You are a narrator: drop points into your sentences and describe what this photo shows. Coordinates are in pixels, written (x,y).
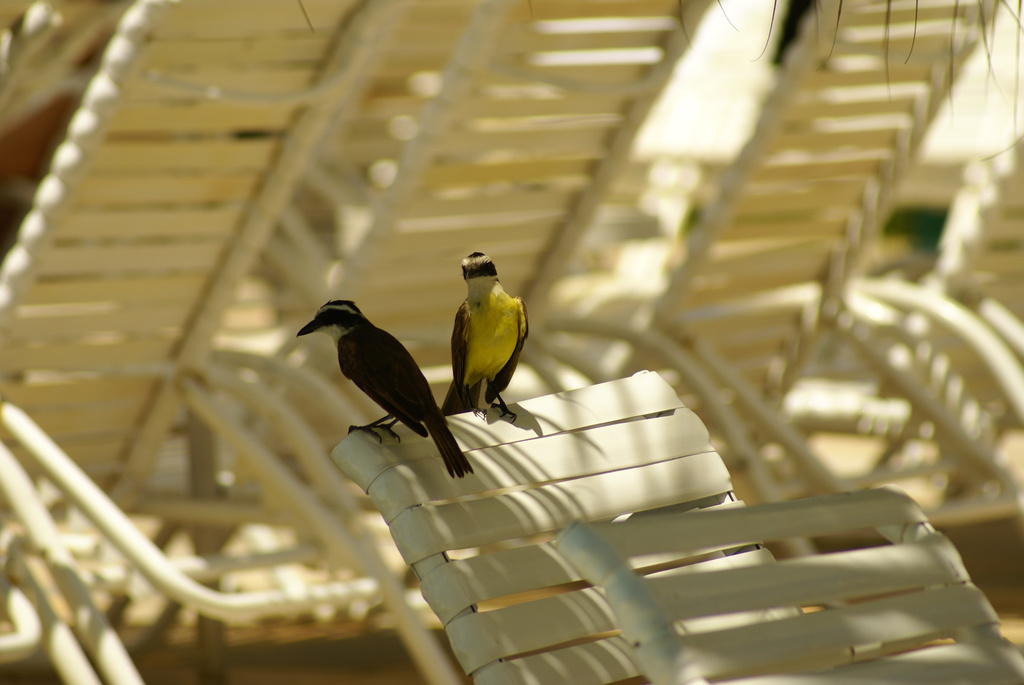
In the center of the image (503,322) we can see birds (398,370) on the chair (508,682). In the background (730,458) we can see chairs (481,182).
